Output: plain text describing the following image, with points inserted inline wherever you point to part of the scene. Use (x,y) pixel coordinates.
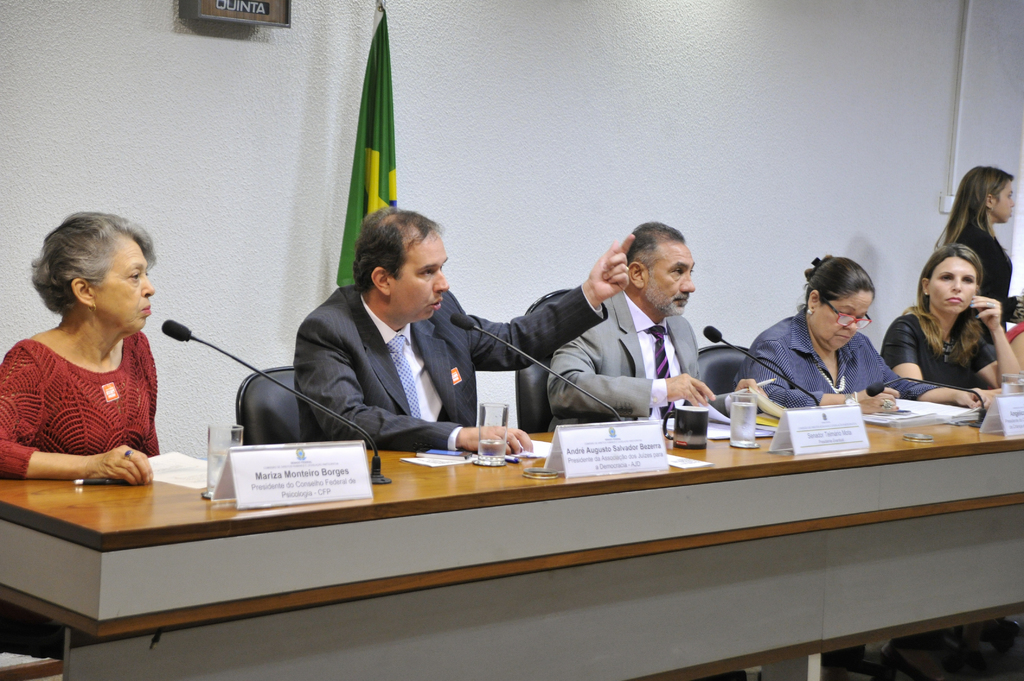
In this image there is a group of six person (969,280). Five of them (646,280) are sitting on a chair (260,404) and on the right (993,245) one women (992,203) is standing. Over here we can see a green color flag (375,138) which is near to the white wall (437,182). On the table (401,531) there is a water glass (219,465), name plates (347,472), mic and some papers (924,417).
